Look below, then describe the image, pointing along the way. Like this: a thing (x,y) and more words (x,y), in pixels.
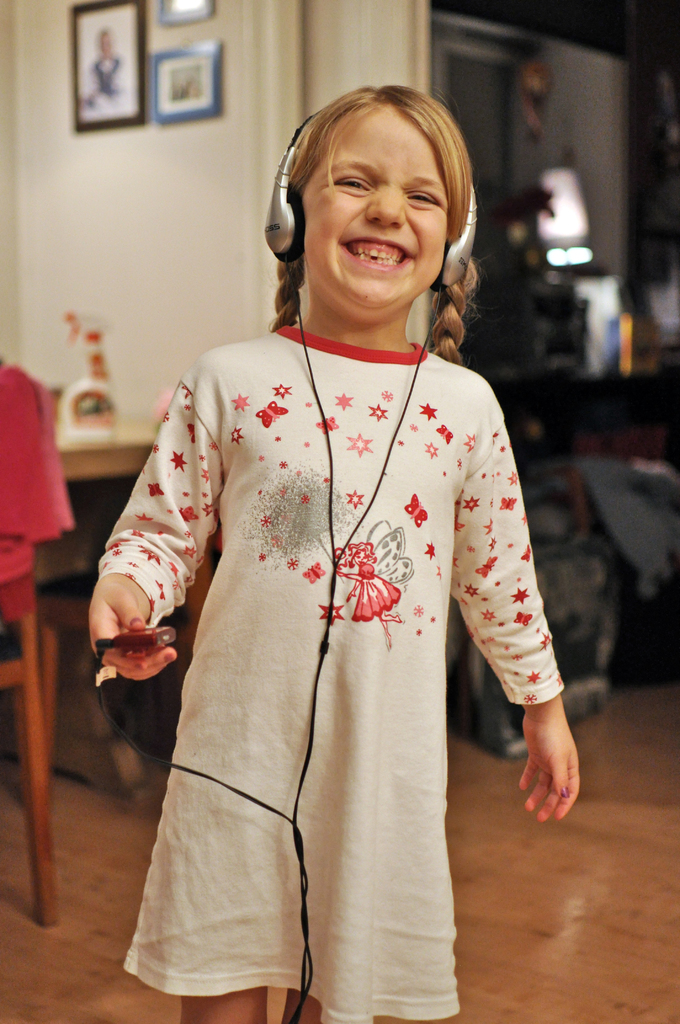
This picture is clicked inside the room (450,625). The girl (378,208) in front of the picture is standing and she is smiling. She is wearing the headset (415,376). Behind her, we see a dining table (99,455) and the chairs (7,634). Beside that, we see a white wall (184,205) on which photo frames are placed. On the right side (616,187), we see a lamp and a white wall (575,126). It is blurred on the right side (592,563). At the bottom (574,892), we see a wooden floor (557,910).
